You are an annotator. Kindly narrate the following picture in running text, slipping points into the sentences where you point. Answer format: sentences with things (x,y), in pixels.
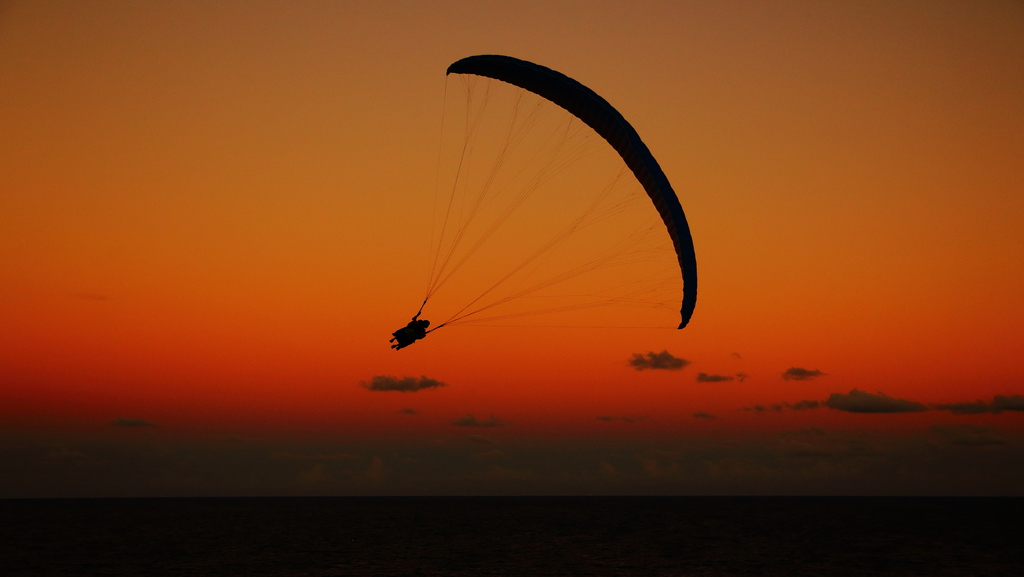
In the image there is a person (418,328) parasailing in the sky (674,291), this is clicked at dawn time and above its sky (719,373) with clouds (871,406).
